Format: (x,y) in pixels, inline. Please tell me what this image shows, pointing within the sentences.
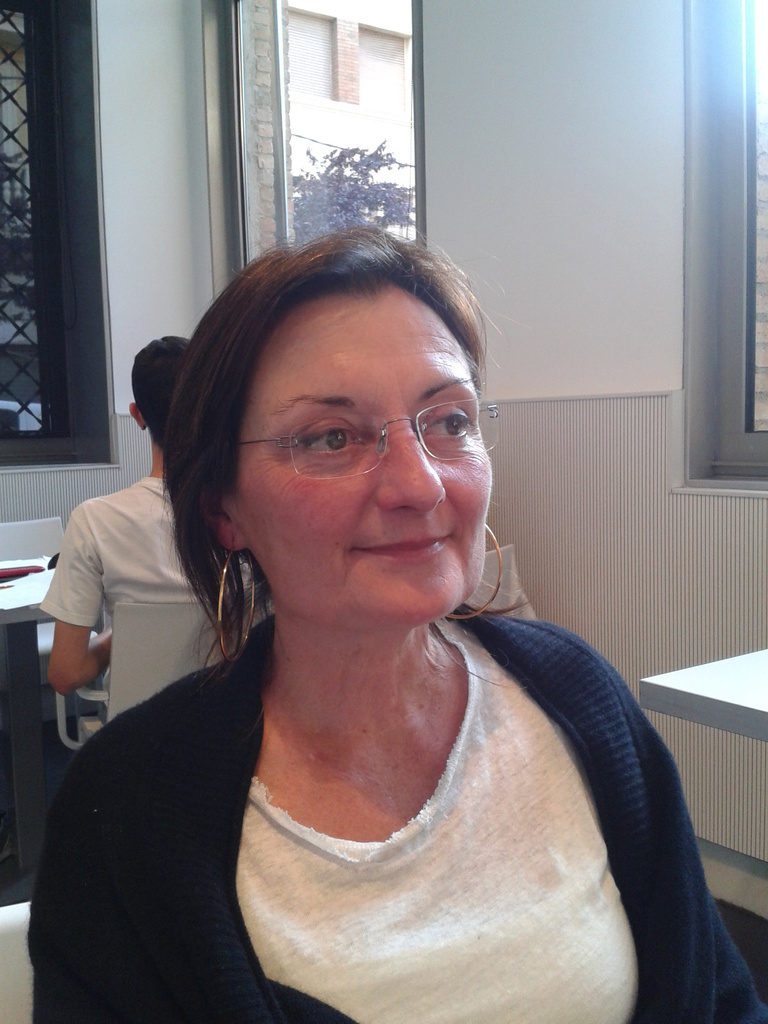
In this image I can see the person (392,931) and the person (298,868) is wearing white and black color dress (363,879). In the background (436,242) I can see the wall (467,174) in white color and I can also see a tree (342,176) in purple color.
